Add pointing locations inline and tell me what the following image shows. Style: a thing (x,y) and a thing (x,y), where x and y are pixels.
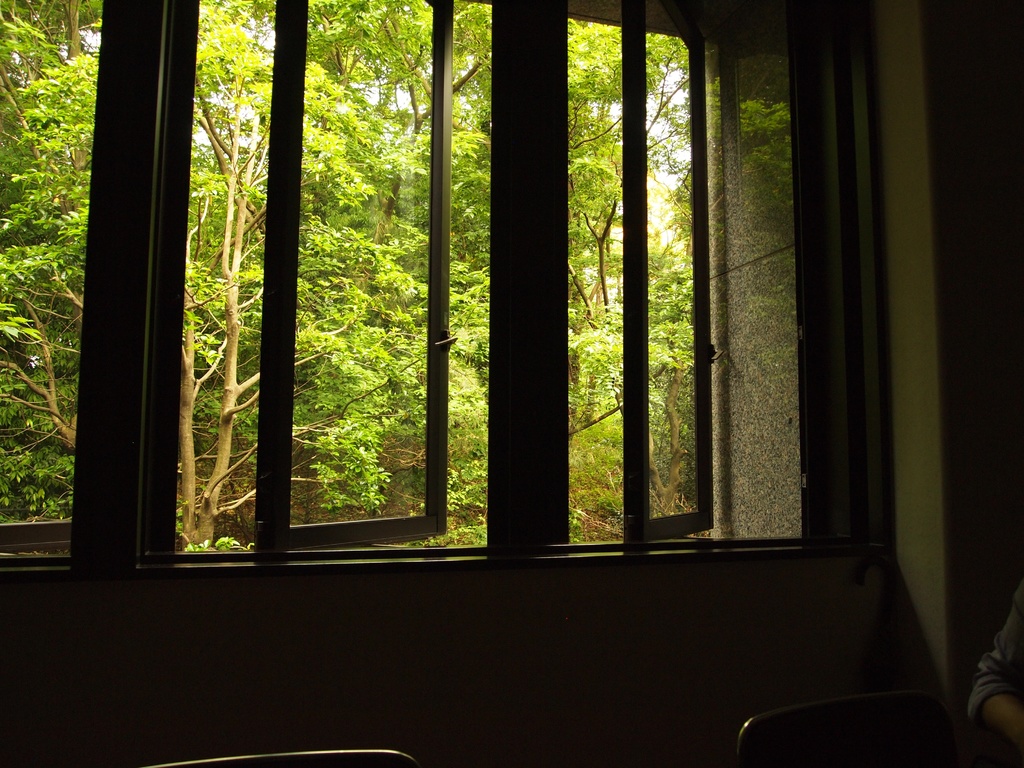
In this image we can see inside view of a building (947,561). On the right side of the image (925,728) we can see a person (988,724), two chairs (944,727) placed on the ground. In the background (15,434), we can see the windows (861,325) and group of trees (41,417).
